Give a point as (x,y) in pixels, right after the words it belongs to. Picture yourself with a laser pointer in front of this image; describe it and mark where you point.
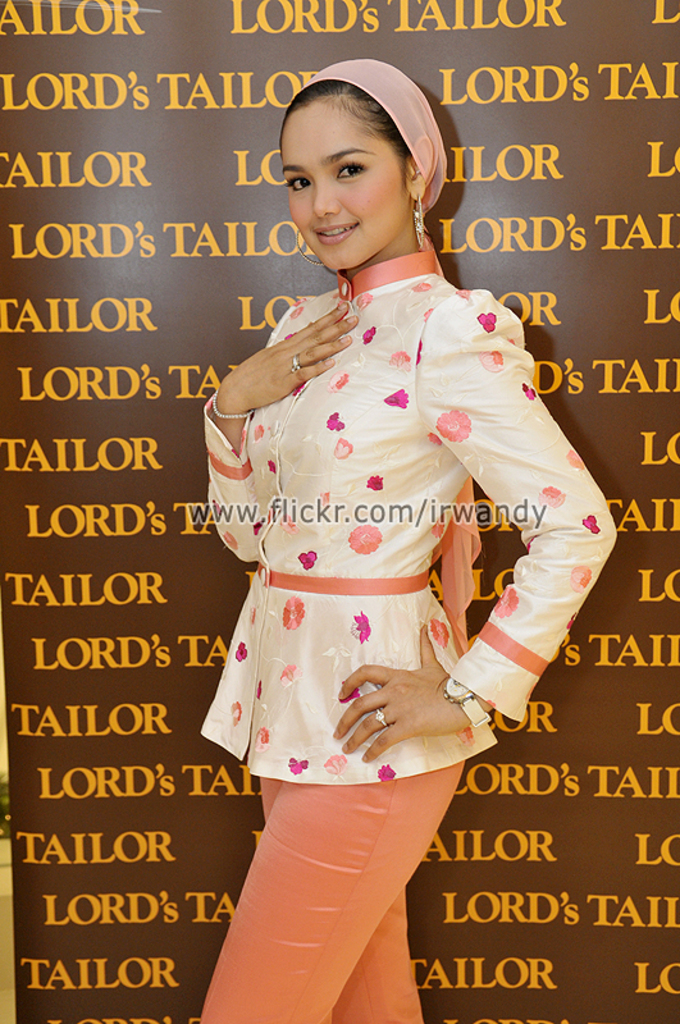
In the image there is a girl (320,157) standing in front of a banner (593,746), she seems to be a model (297,1015), she had band (349,72) over her head (372,96) and a watch (453,687) to her hand (437,682).
